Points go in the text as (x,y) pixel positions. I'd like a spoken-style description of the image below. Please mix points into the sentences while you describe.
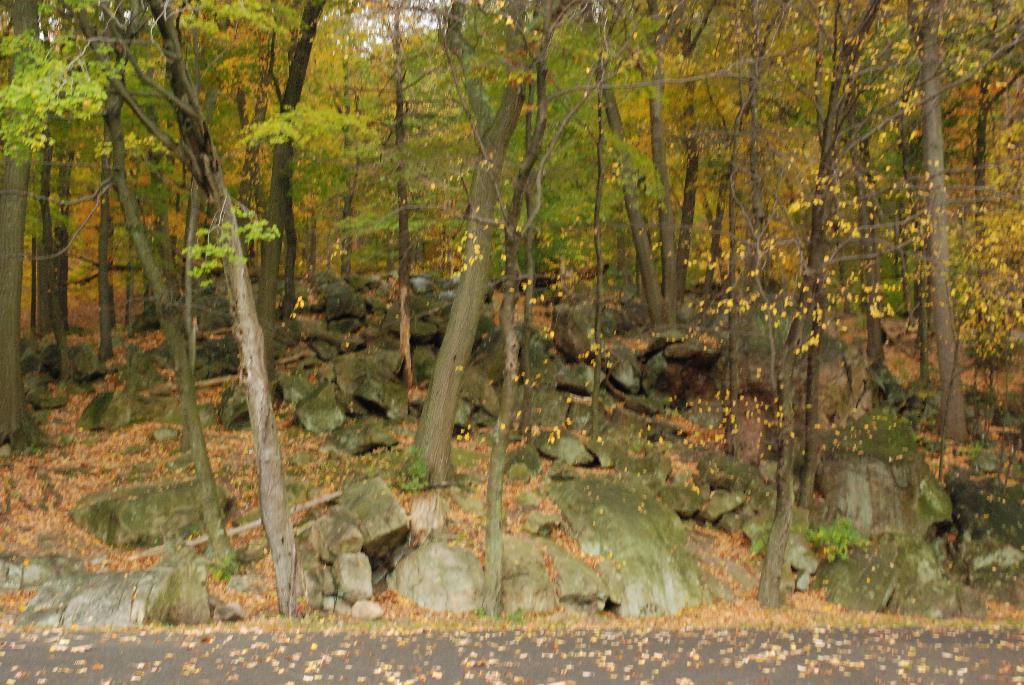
In this picture I can see trees (630,279) and rocks (476,372) on the ground (659,425). I can also see leaves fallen on the ground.
